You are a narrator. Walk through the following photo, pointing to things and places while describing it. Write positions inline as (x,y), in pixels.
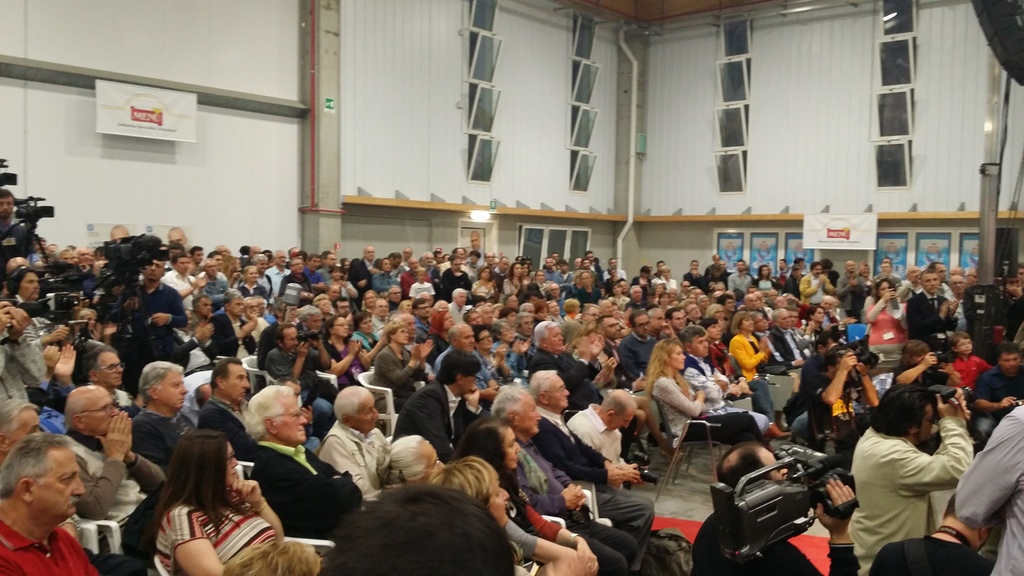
In the center of the image (438,323) we can see people (529,418) sitting. On the left (24,321) there are people (147,276) standing and holding cameras (138,253) in their hands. In the background (244,155) there are windows (582,177) and a wall (407,152).
